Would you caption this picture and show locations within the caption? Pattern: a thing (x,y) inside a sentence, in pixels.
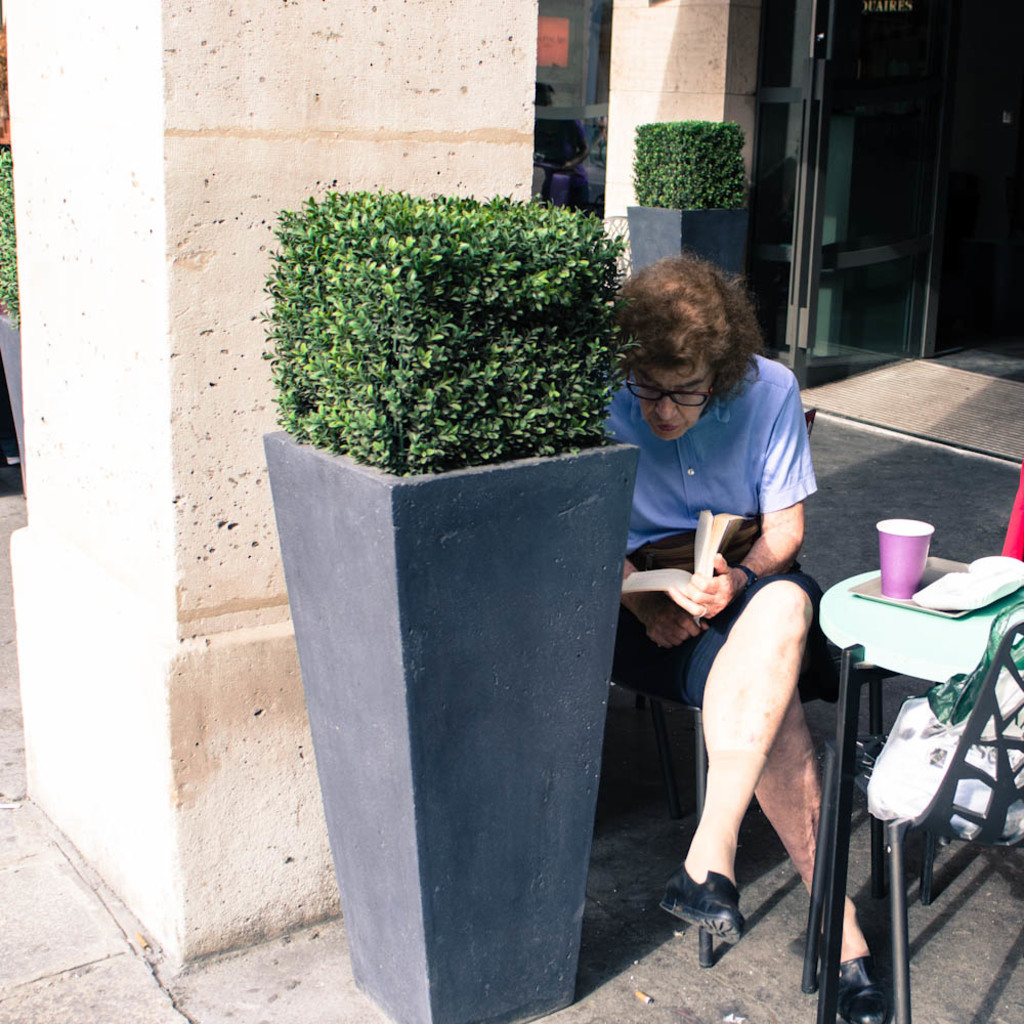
In the middle of the image (650,371) a woman (717,888) is sitting on a chair (674,796) and holding a book (702,566) in her hands (688,594). Bottom right side of the image (841,826) there is a table (867,653) on the table (935,629) there is a cup (904,569) and there is tray (879,598). In the image there are few plants (683,208). Top right side of the image (855,161) there is a door (893,84).
